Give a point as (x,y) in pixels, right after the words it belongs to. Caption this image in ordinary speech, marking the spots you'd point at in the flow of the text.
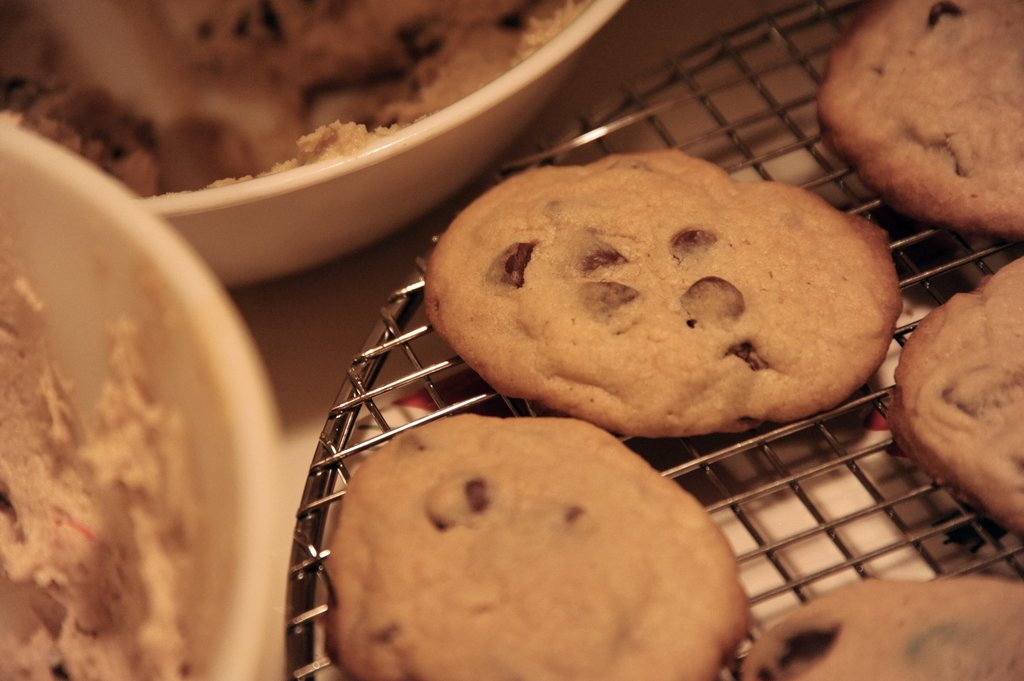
On the right side (771,248) there is a grill (409,348) with cookies (588,544). On the left side (161,155) there are bowls (38,265) with dough (104,460).
